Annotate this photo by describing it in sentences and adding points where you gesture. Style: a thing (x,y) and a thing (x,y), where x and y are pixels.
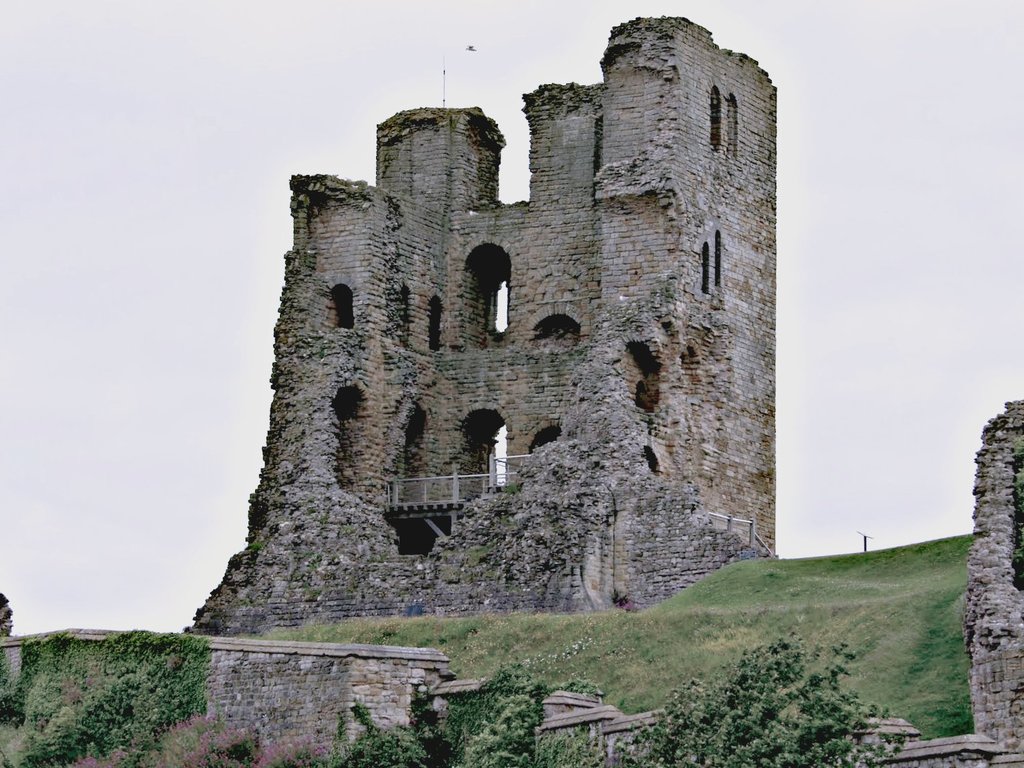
In this picture we can see a fort (484,398), in front of the fort (502,602) we can find grass (557,624) and few trees (378,733).
